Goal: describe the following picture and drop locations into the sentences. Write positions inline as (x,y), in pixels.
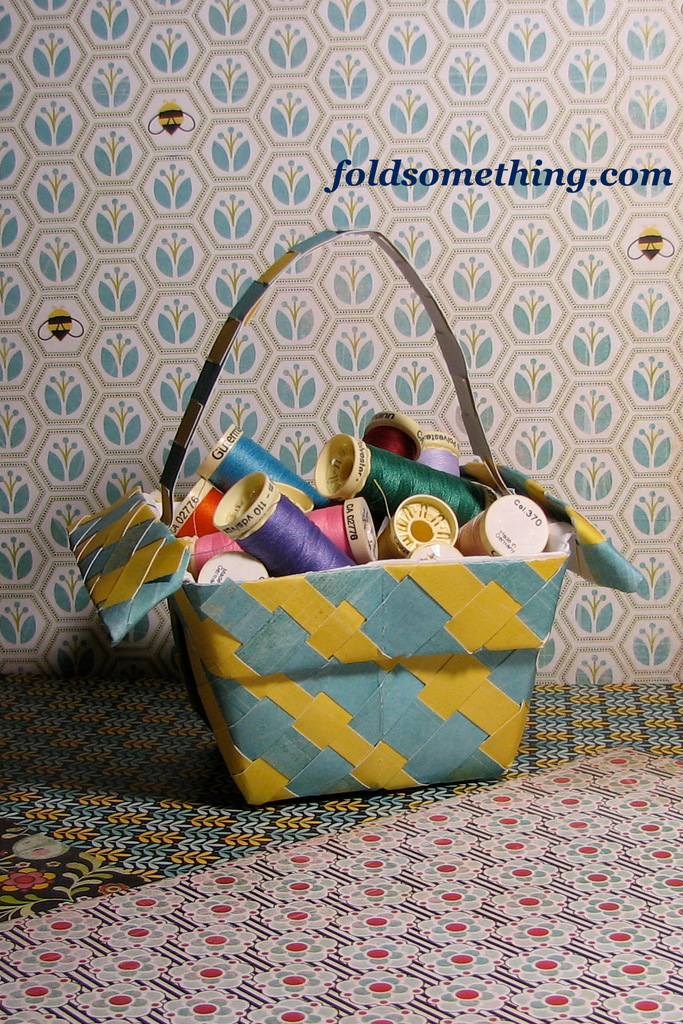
In this image I see a bag (207,399) in which there lot of threads (390,436). In the background (612,457) I see the wall (648,9) which is designed very well.
